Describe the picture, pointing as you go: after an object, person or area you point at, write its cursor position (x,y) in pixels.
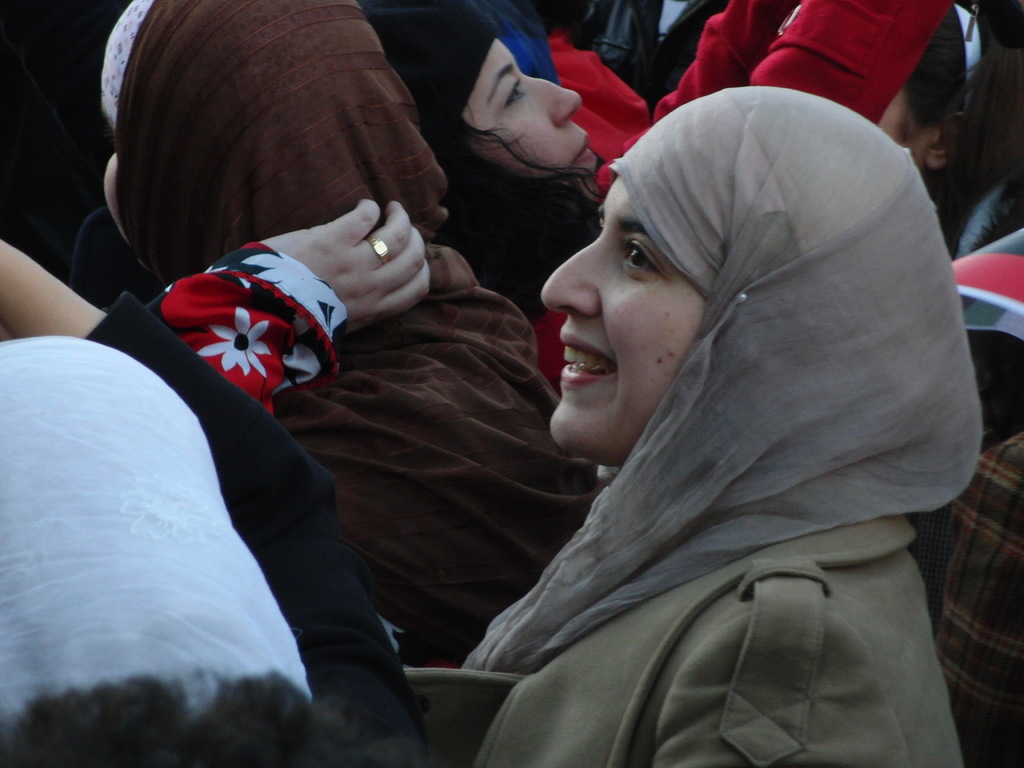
In this image we can see group of ladies (606,514) are standing and some are wearing a scarf (496,334) to the head (714,339).
